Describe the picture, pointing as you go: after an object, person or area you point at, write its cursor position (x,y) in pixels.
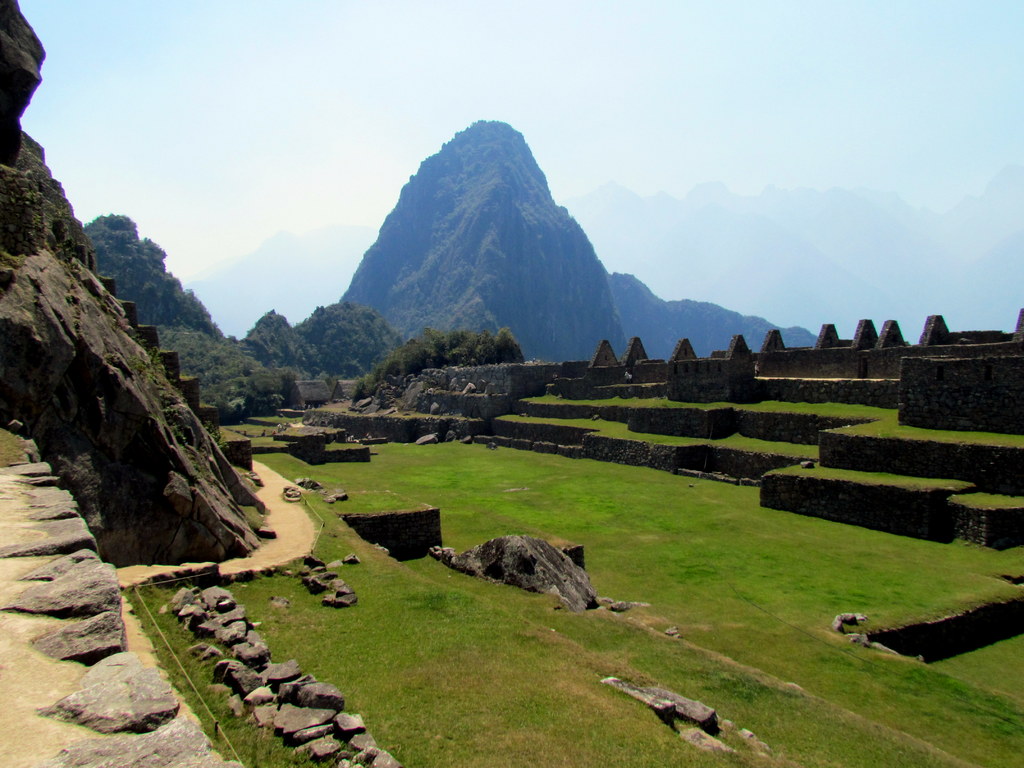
In this image in the front (480,700) this is grass (589,709) on the ground (547,678). In the background (411,423) there are stones (403,411) and there are trees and mountains (534,272).
